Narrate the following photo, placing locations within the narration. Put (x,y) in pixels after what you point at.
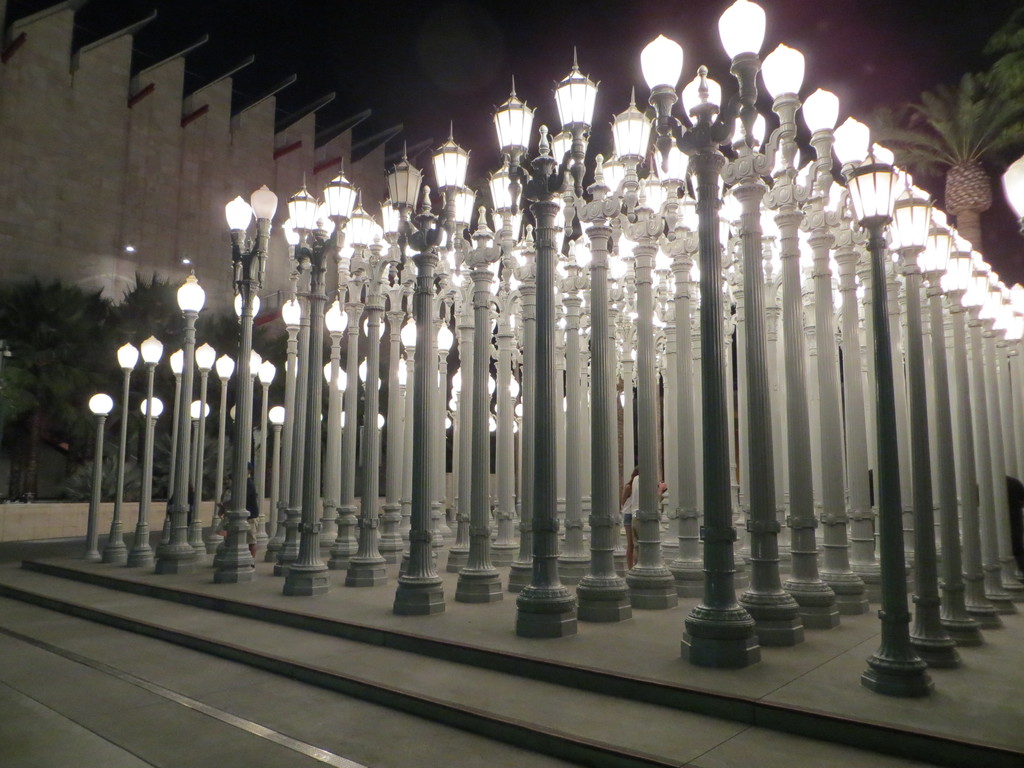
In this image we can see many plants (43,406) and a tree (43,407). There are many street lamps (538,316) in the image. There are staircases (263,653) in the image. There is a wall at the left side of the image (280,322). There is a sky (604,48) in the image.
